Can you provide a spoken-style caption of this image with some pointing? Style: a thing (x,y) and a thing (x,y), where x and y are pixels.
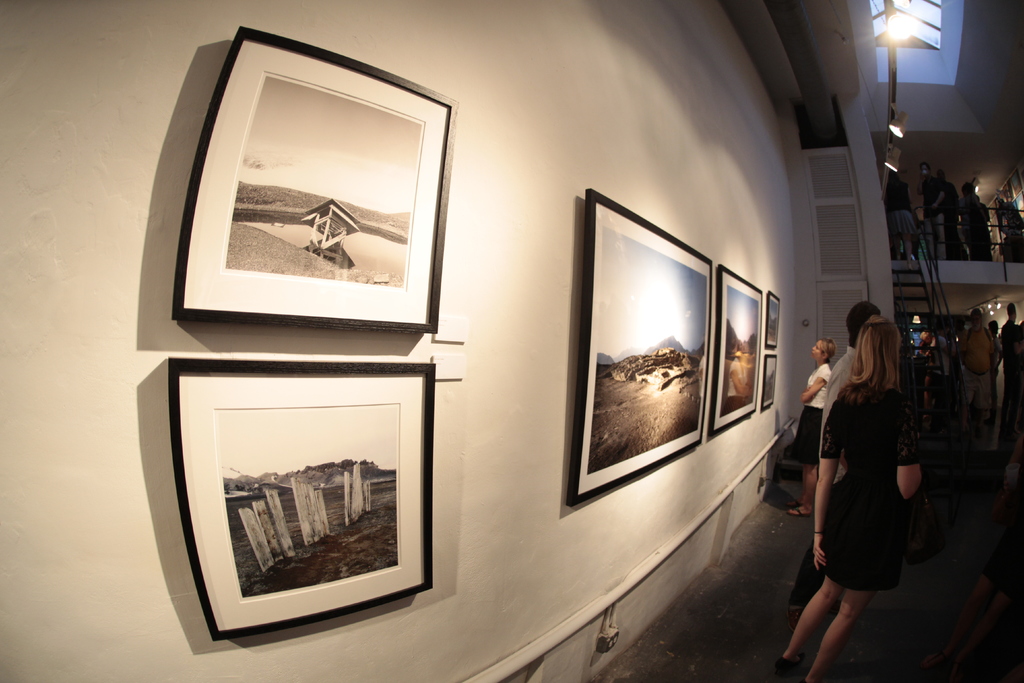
In the foreground of this image (404,585), there are few frames (656,249) on the wall (694,471). On the right (878,417), there are few people (861,426) standing on the floor (981,521) and also we can see stairs (917,269), railing (921,236), lights (907,35) to the ceiling (907,70) and few people (907,197) standing near it.
